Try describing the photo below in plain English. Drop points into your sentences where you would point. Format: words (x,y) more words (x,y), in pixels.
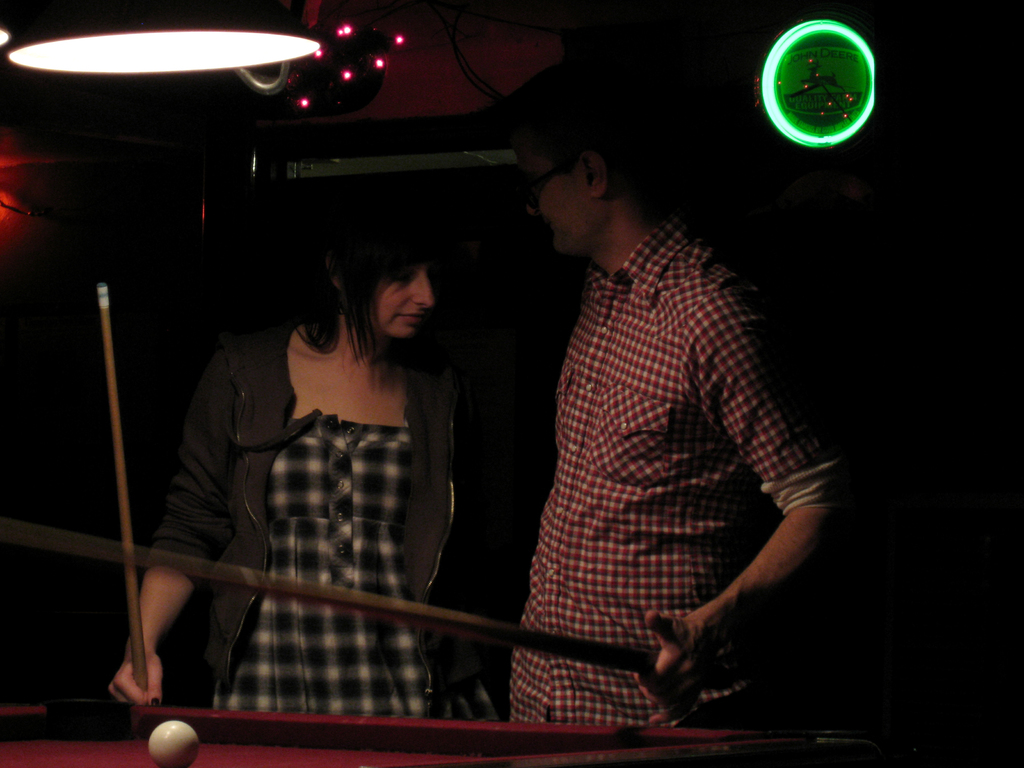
In this picture I can see a man (636,465) and a woman (350,429) are standing and holding sticks (290,585) in their hand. The man (650,448) is wearing a shirt (644,483). Here I can see lights (775,91) and a white color ball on the table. The background of the image (460,91) is dark.
